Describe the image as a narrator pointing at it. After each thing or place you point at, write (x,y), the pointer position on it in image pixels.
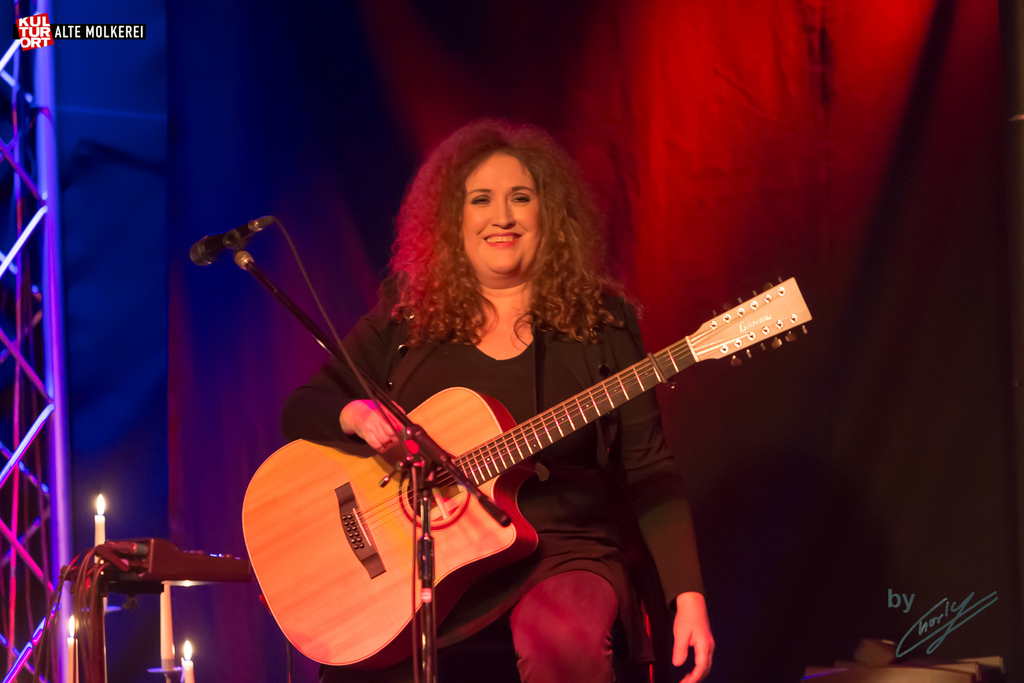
This picture shows a woman (695,672) seated and holds a guitar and we can see a microphone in front of her.
